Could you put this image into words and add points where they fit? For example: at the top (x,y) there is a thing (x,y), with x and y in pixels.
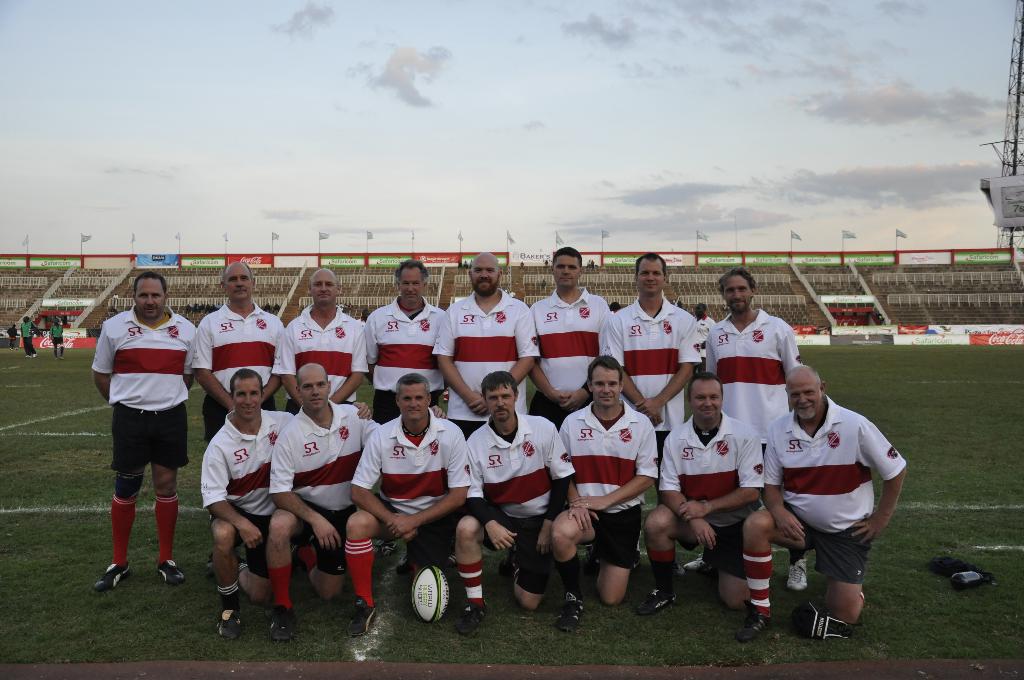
In the image there are few players (505,549). In front of them there is a ball (440,598) on the ground (872,608). And on the ground (380,589) there is grass (979,514) and also there are few objects (797,632). Behind them there is a stadium (591,288) with seats (516,290), railings (115,298) and banners (982,257). And also there are poles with flags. In the top right corner of the image (1021,74) there is a tower (1016,175). At the top of the image (672,132) there is sky (469,101) with clouds (855,98).
